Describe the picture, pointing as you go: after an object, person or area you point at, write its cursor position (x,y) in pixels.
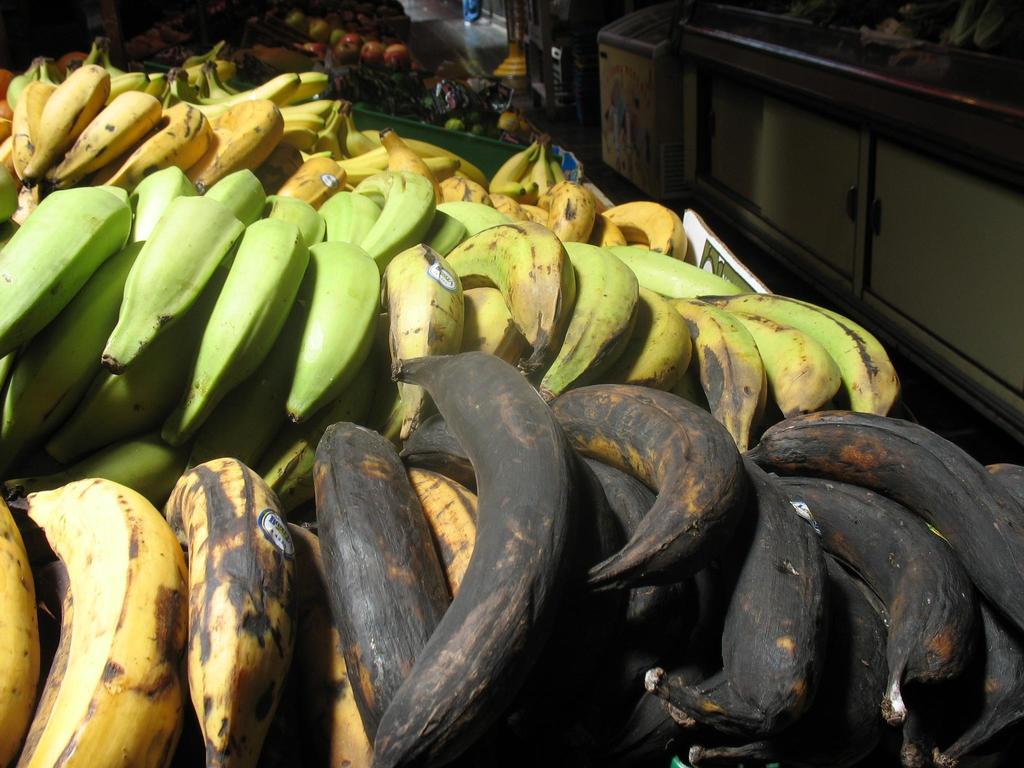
In this picture we can observe bananas (143,530). The bananas (364,381) are in three different colors. We can observe yellow, green and black color bananas (427,474). In the background (453,128) there are some other fruits (385,57).
